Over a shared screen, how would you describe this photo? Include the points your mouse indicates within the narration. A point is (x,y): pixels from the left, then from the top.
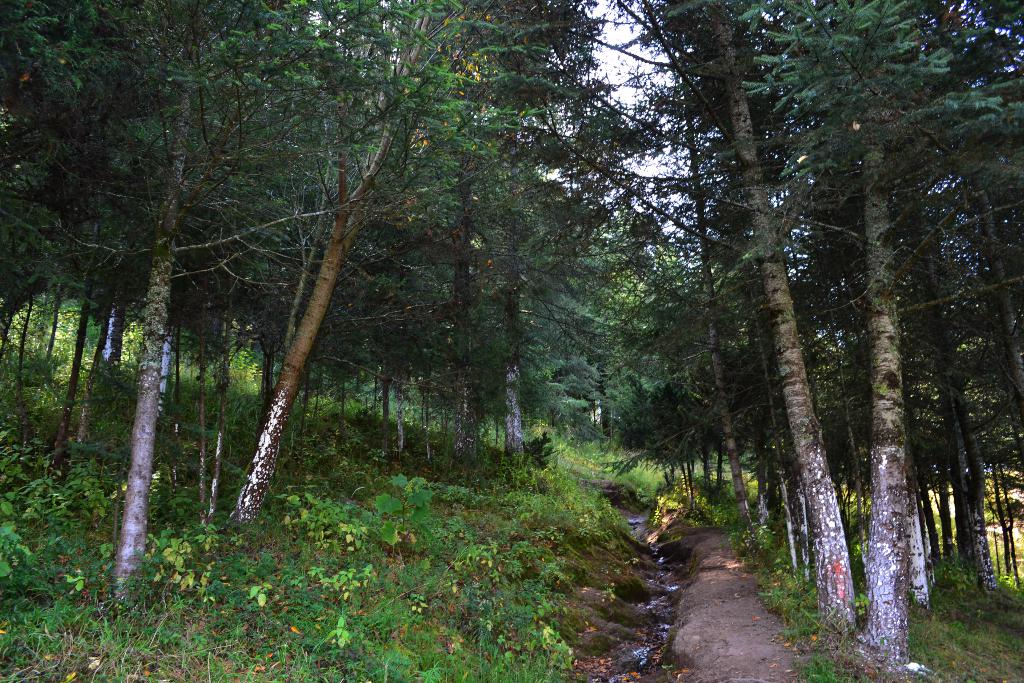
In this image, we can see some green plants (429,575) and trees (567,144), we can see the sky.
